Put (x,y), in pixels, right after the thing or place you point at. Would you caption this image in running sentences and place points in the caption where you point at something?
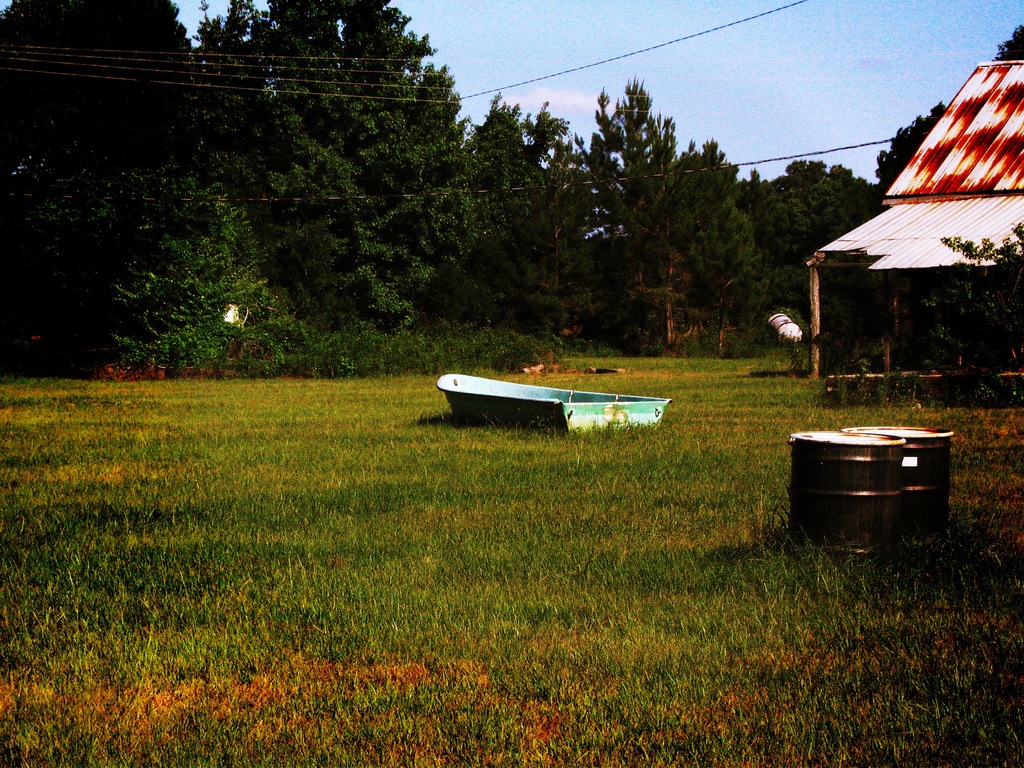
In the image there is a ship (480,407) on the grass land (626,572) with two drums (848,524) on the right side (858,486) with a shed (934,255) behind it, there are plants (831,371) and trees (450,251) in the background (593,257) all over the image and above its sky (712,88).
